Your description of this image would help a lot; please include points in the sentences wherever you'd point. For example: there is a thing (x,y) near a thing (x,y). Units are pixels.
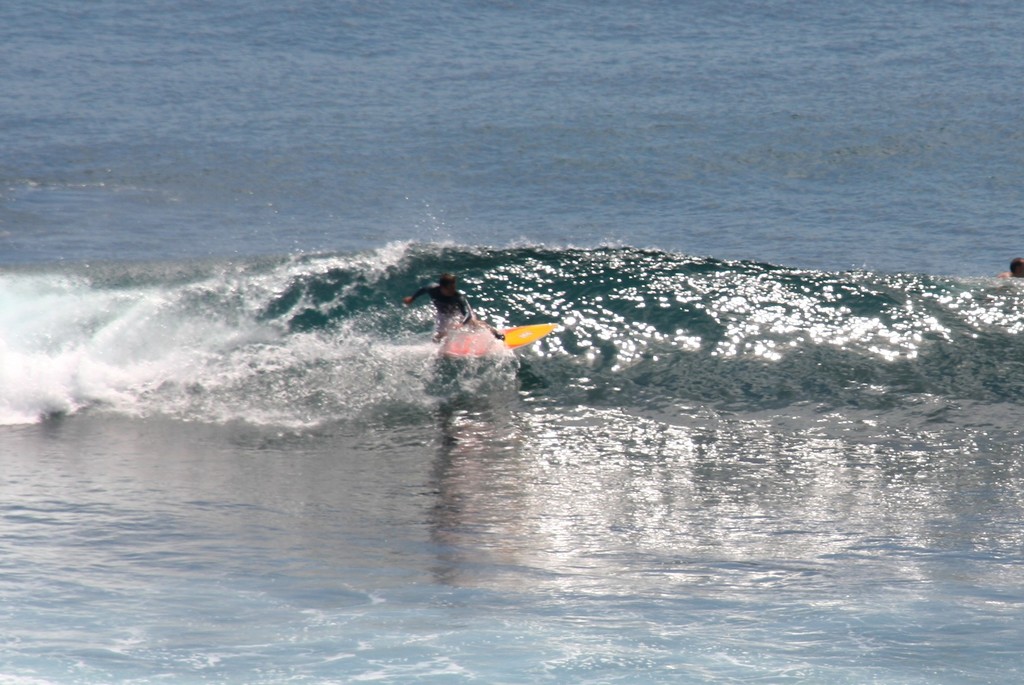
In this image there is a man (453,315) on the surfing board (483,334), there is a man (1022,269) towards the right of the image (1006,265), there is water (667,498), there is water wave (616,287).
